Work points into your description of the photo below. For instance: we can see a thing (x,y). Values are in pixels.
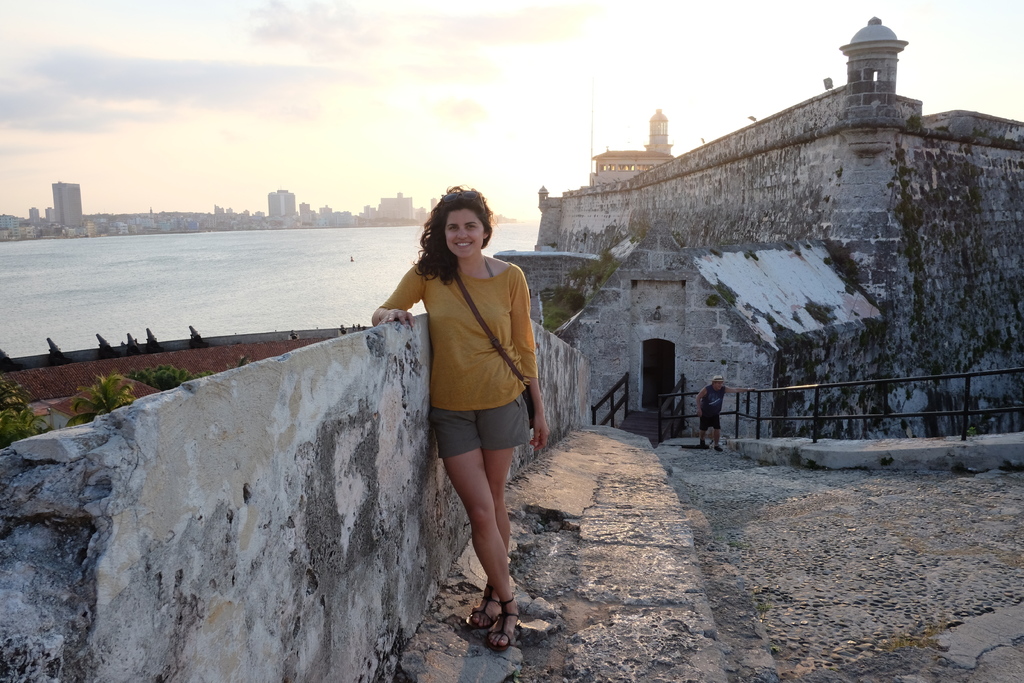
In this image we can see a woman (499,314) and she is smiling. Here we can see wall (266,407), water (342,301), plants (30,412), railing (736,428), building (762,338), and a person (709,407). In the background (30,202) we can see buildings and sky (609,97) with clouds (540,16).
